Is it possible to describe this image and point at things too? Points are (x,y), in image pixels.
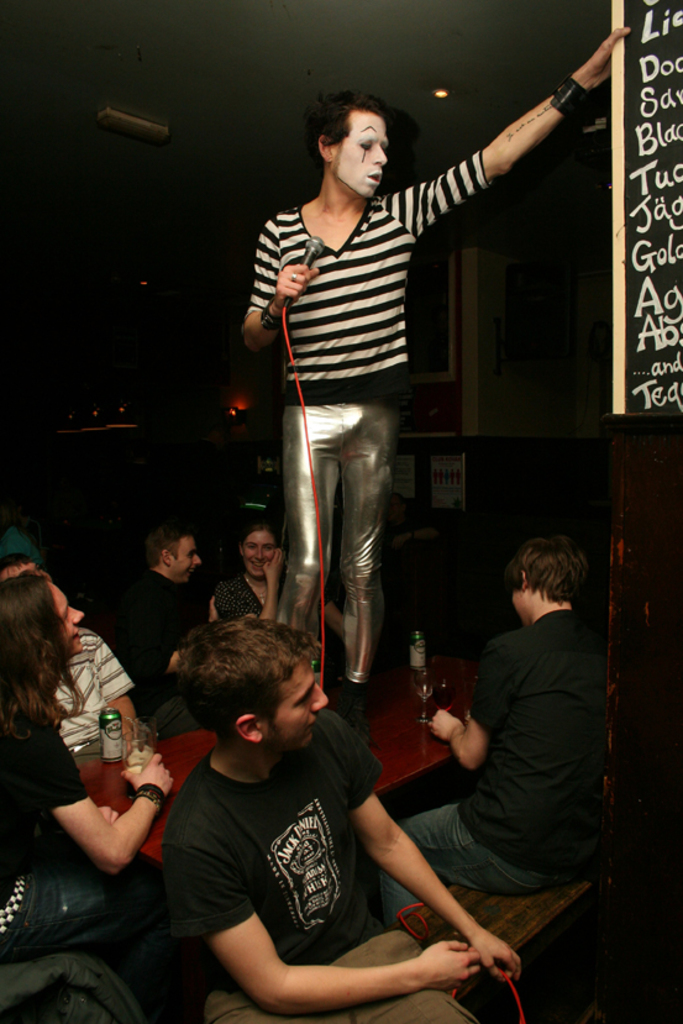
In this image there is a person (343,284) white color T-shirt (357,330) standing on the table (386,694) holding a microphone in his hand (299,284) and at the bottom of the image (350,792) there are group of persons (343,767) sitting around him.
